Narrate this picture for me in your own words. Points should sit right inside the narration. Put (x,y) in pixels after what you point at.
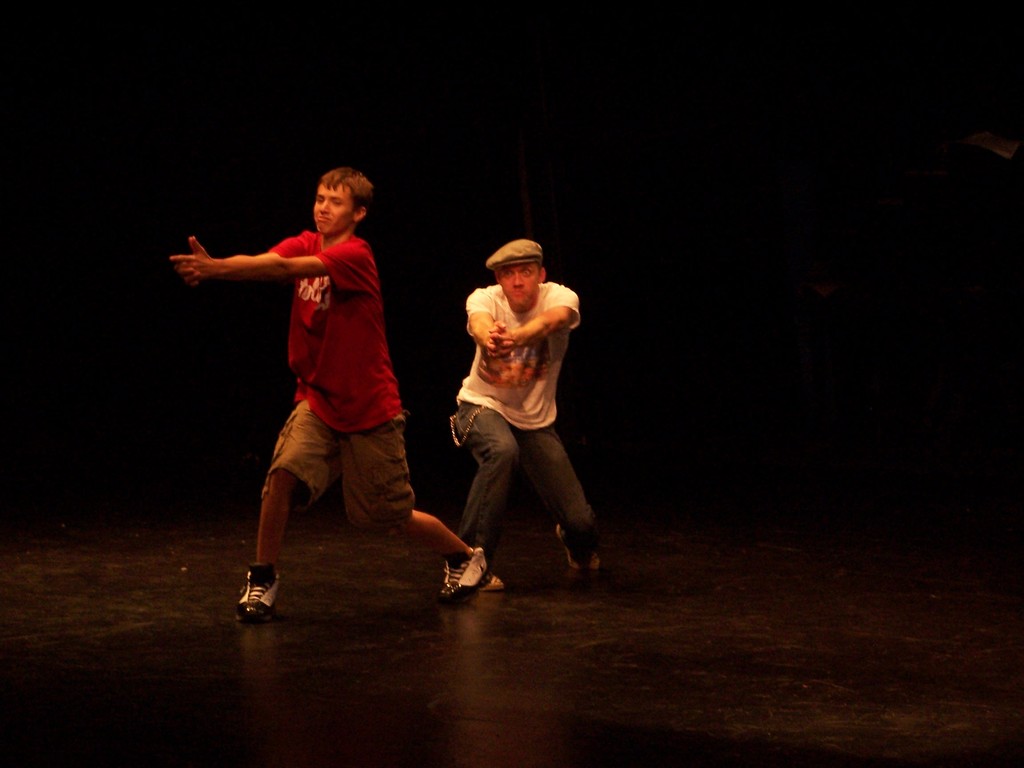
In the picture we can see two persons (361,513) on the floor (702,558), one boy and a man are dancing, boy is in red T-shirt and man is in white T-shirt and a cap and behind them we can see dark.
